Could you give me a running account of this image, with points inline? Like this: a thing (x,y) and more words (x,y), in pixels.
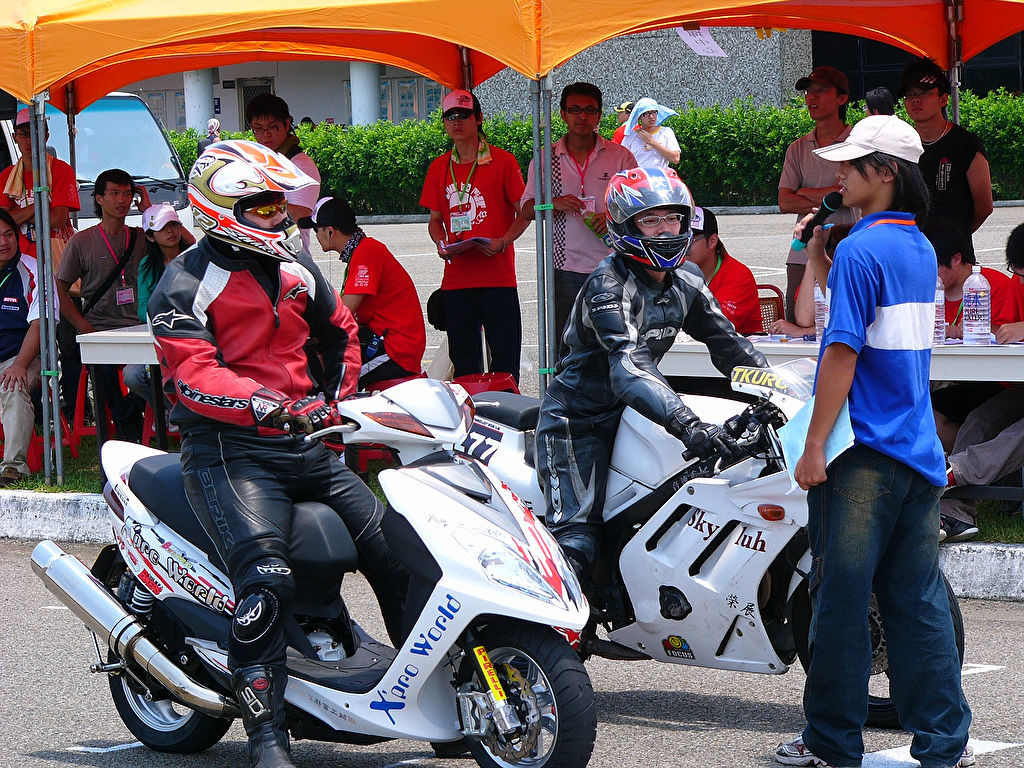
In the Image it is a race two people (599,552) are participating in the race with their vehicles (746,496) beside them there are some people (404,303) sitting and standing, a person (780,749) wearing blue color shirt (901,324) is standing on the road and holding a mic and announcing something, in the background (723,143) there are some plants (735,146) and a building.
